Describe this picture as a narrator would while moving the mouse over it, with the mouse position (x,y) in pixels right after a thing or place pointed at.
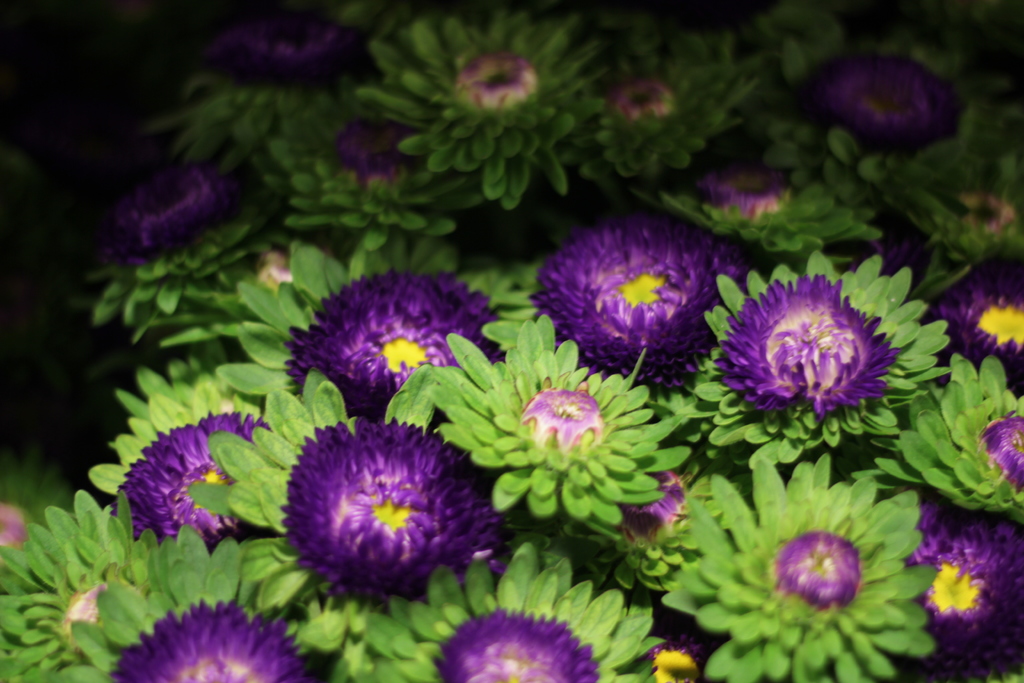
In the foreground of this image (732,371), there are violet color flowers (464,308) and buds (558,417) with green leaves (512,274).
